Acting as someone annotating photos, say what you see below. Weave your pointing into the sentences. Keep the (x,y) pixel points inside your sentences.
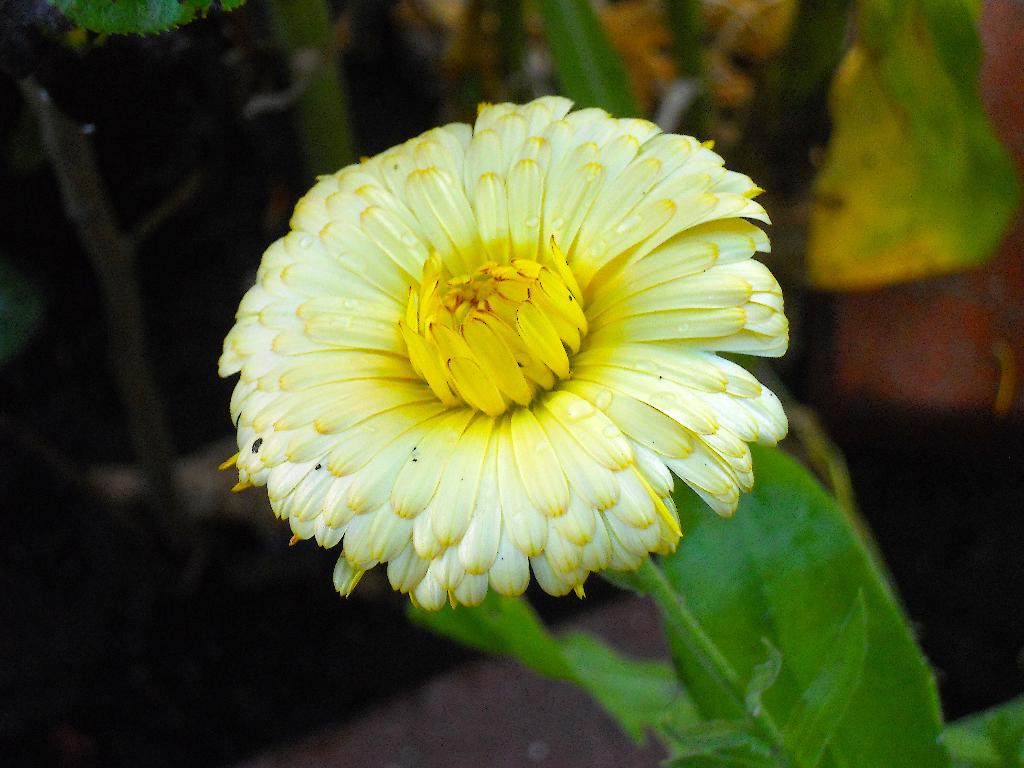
In this image I can see a flower (515,351) and leaf (705,624).
